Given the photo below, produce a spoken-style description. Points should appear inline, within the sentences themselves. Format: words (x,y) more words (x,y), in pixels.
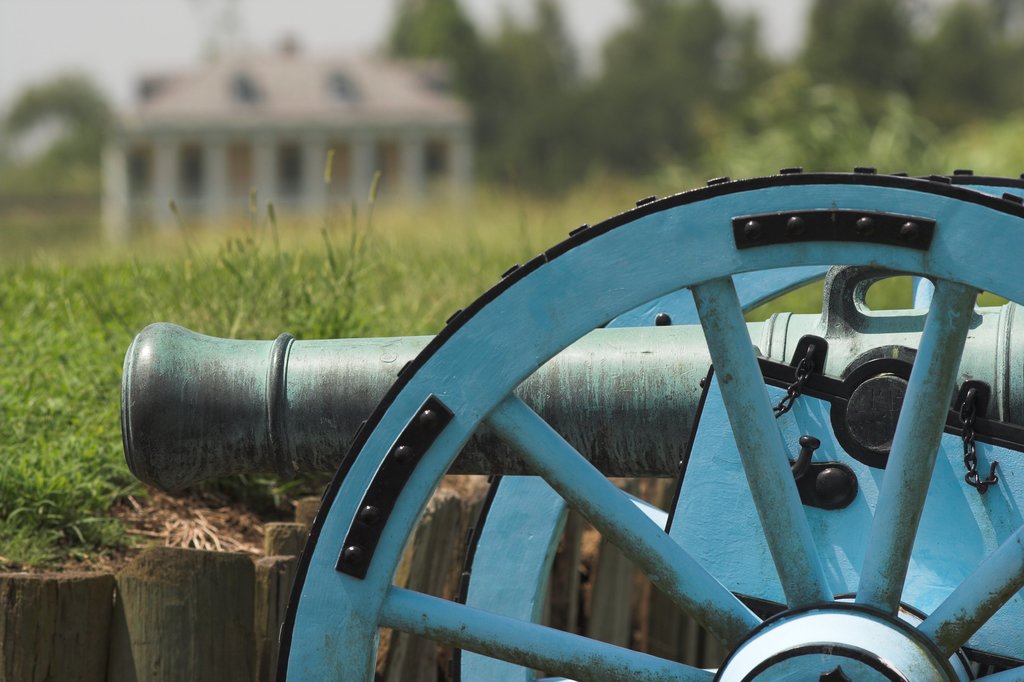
In this image in the foreground (958,435) there are wheels (472,541), a cannon (345,349), on wheels (757,377) there are spokes (951,376), at the bottom (456,503) there wooden logs (459,516), in the middle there is a building (433,171), trees (484,68), at the top (95,41) there is the sky (115,41).
